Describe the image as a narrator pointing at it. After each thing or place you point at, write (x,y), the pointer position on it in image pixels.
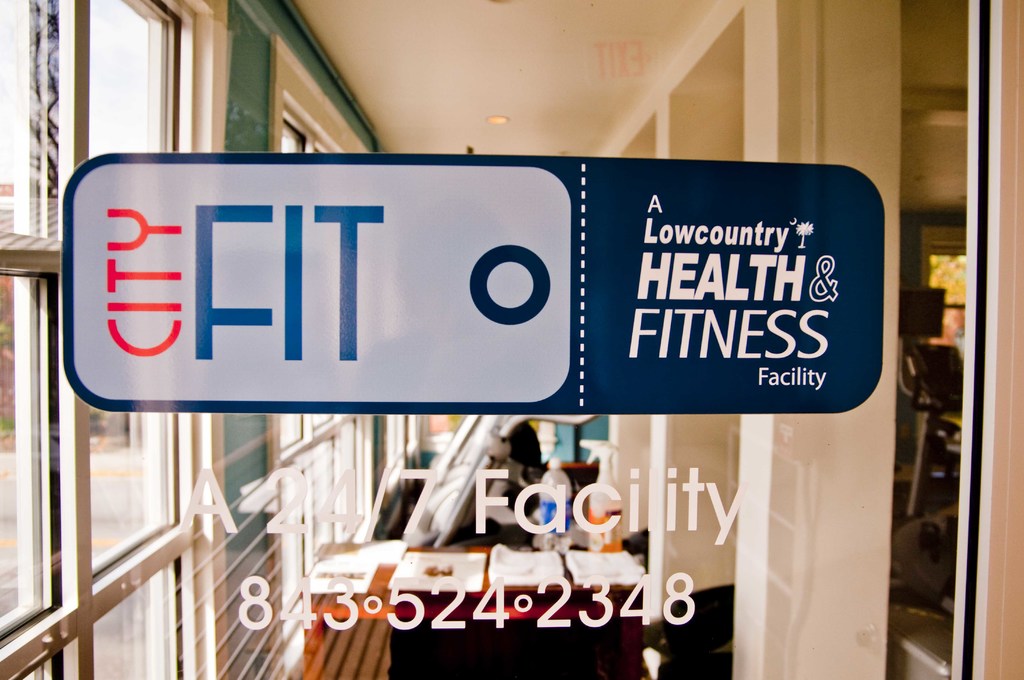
This image is taken from inside, in this image there are pillars (888,361), beside the pillar (793,530) there is a chair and a table (480,598) with some objects (506,560) and water bottle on top of it, behind the table (418,552) there are a few objects (586,473) which are not clear. On the left side of the image (194,526) there is a wall (248,528) with glass windows (143,511). In the foreground of the image (228,200) there is some text (136,238). At the top of the image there is a ceiling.
